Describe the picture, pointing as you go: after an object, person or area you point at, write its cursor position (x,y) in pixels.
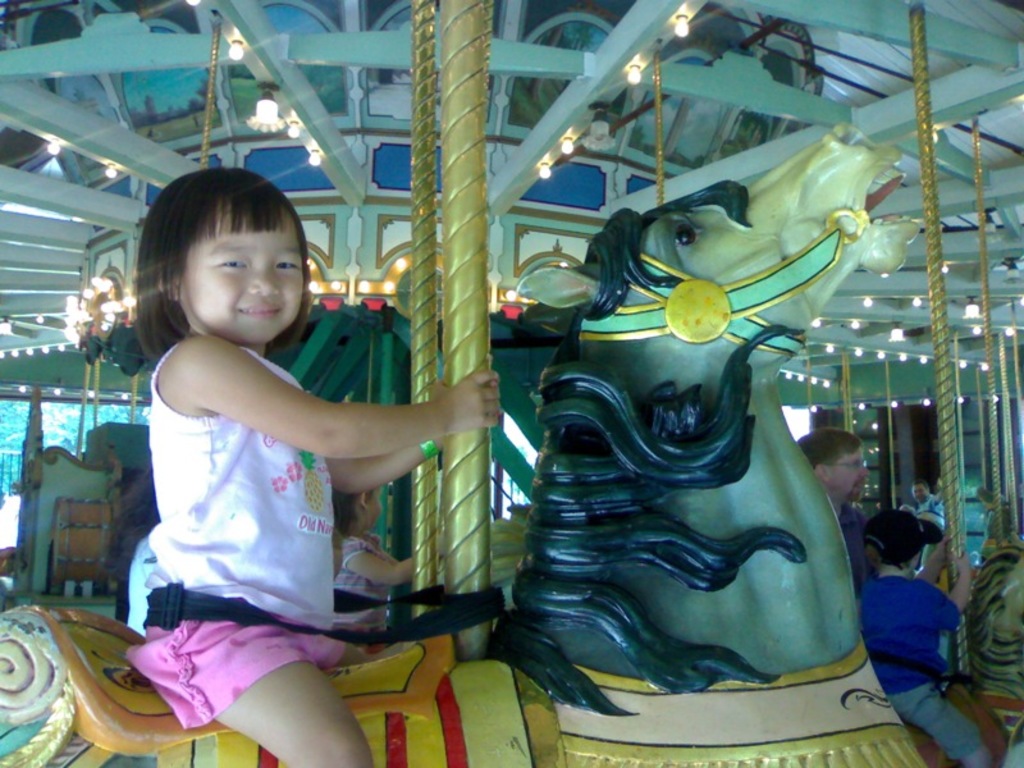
In the image few children (270,324) are riding carousel (96,641).
